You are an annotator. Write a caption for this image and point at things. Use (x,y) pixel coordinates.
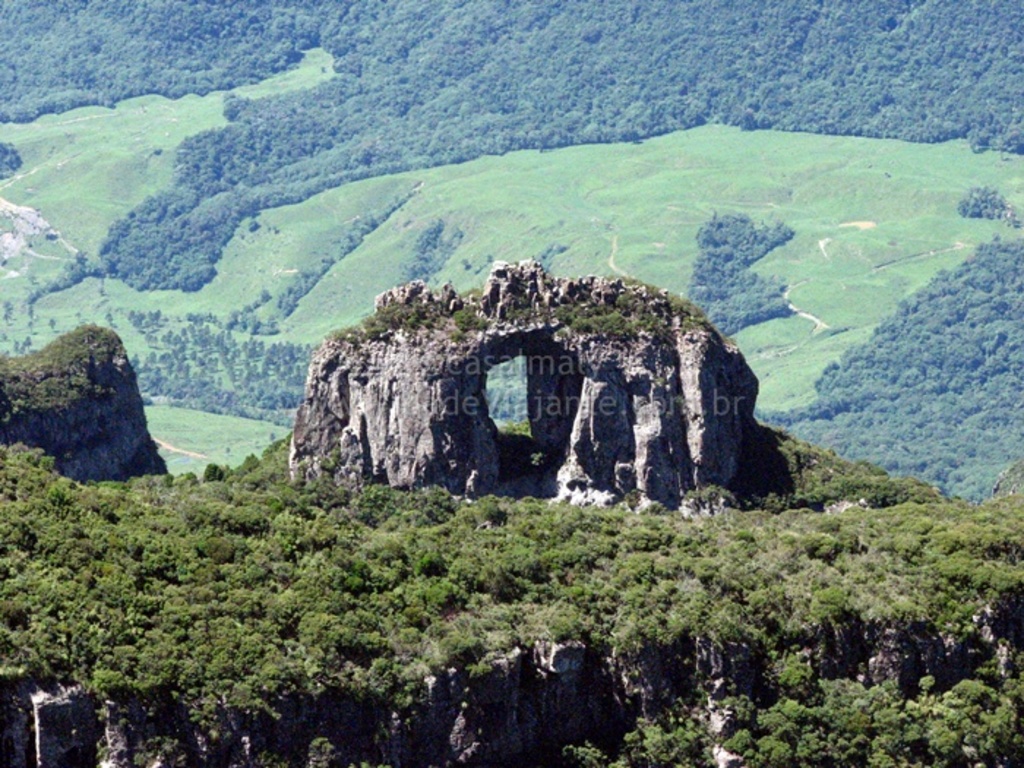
In the image there is a huge rock (441,394) on a hill (372,568) and around the rock (394,446) there is a lot of greenery (364,511) and in the background (173,112) there is a lot of grass surface (730,157) and trees (893,134).
